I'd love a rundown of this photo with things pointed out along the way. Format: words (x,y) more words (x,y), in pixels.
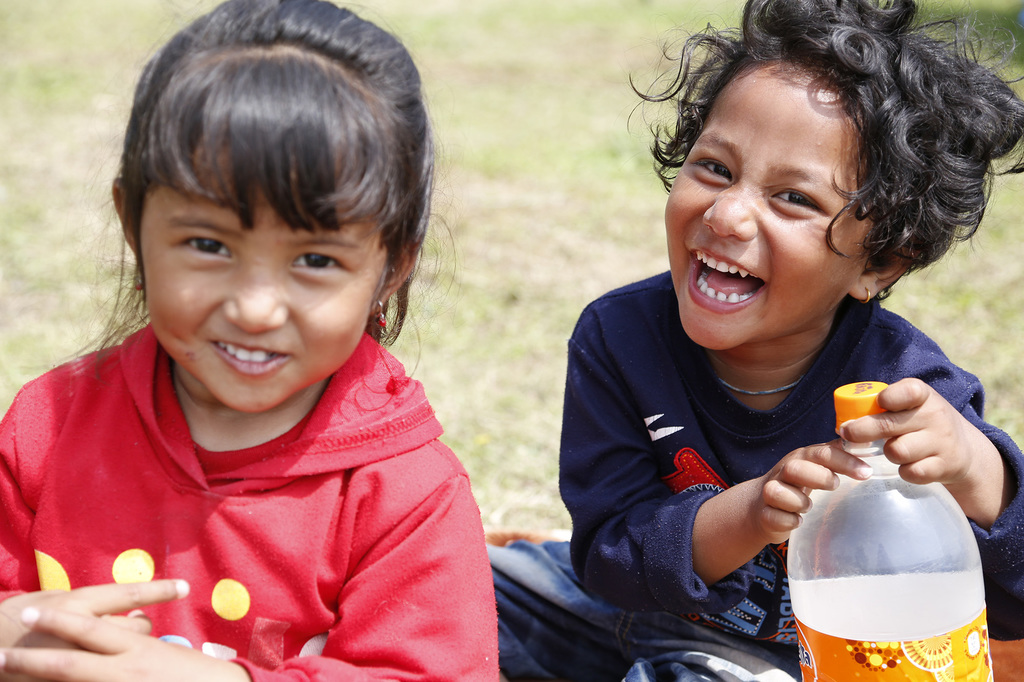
In this picture there are two girls (610,528) sitting on the ground (501,97). One of the girl (755,477) is holding a water bottle (907,559) in her hand (831,470). Both of them were smiling. In the background (537,244) there is a land (469,174).
